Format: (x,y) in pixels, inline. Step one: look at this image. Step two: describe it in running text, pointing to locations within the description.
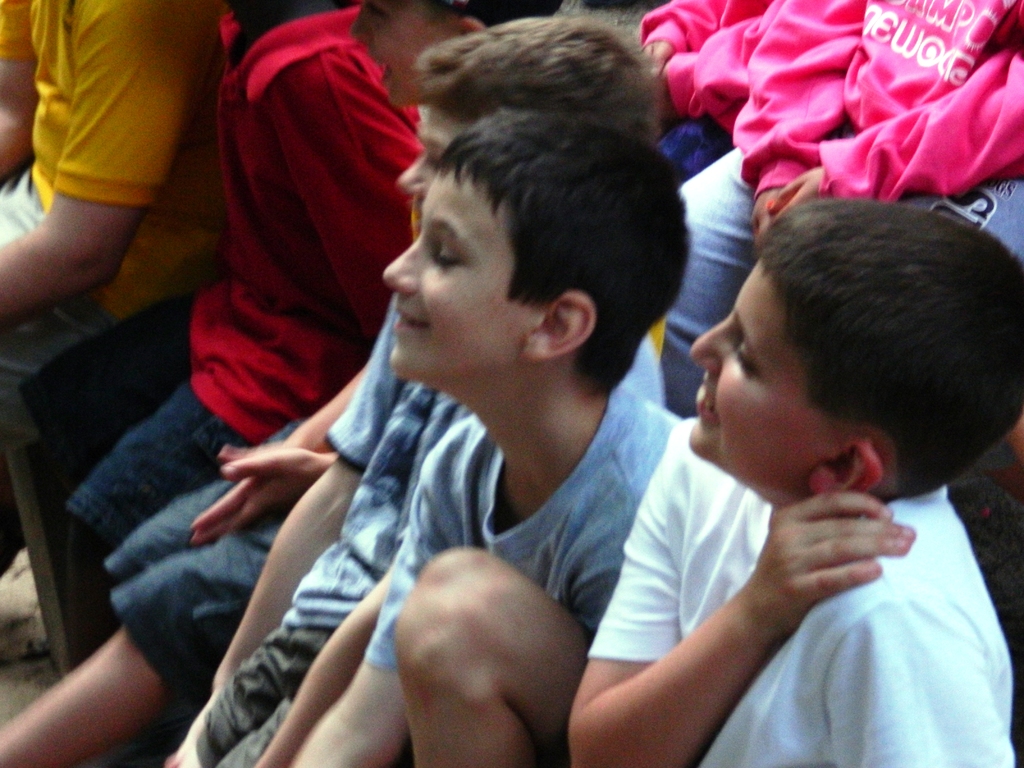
In this image I can see number of children (438,326) who are wearing pink, red, yellow, blue and white colored dresses (855,608) are sitting and smiling.
